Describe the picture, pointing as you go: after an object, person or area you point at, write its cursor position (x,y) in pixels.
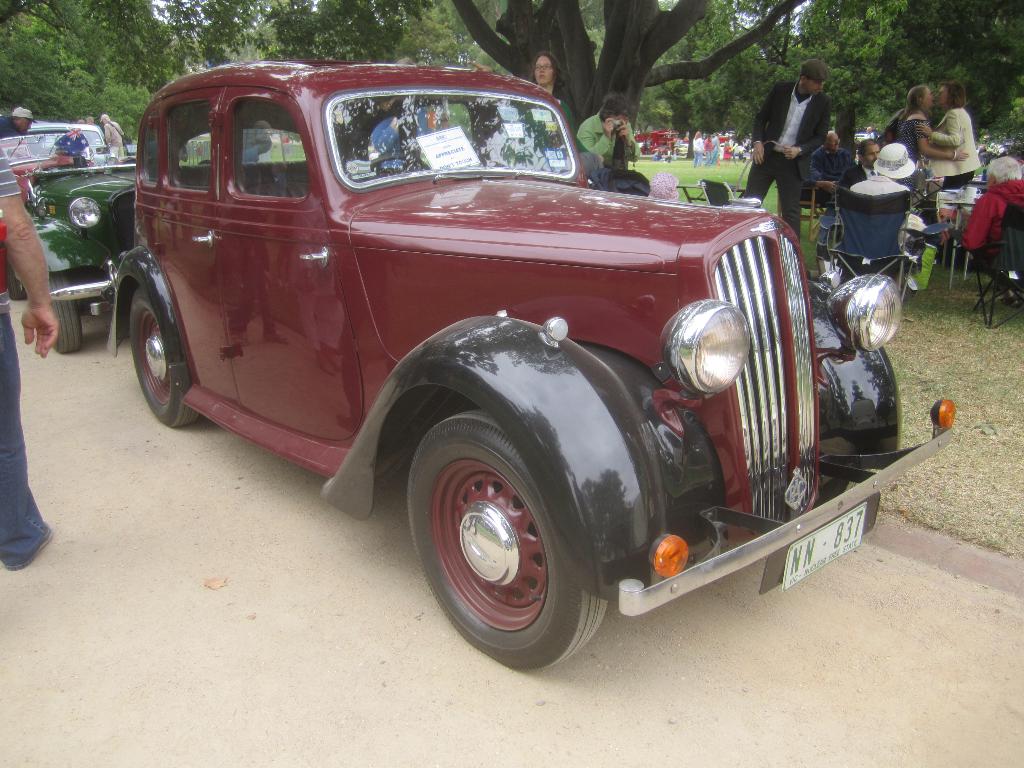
In the center of the image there is a car (472,593) on a road (878,566). In the background of the image (803,198) there are people (998,226) sitting on chairs (900,209) and there are trees (371,45).
